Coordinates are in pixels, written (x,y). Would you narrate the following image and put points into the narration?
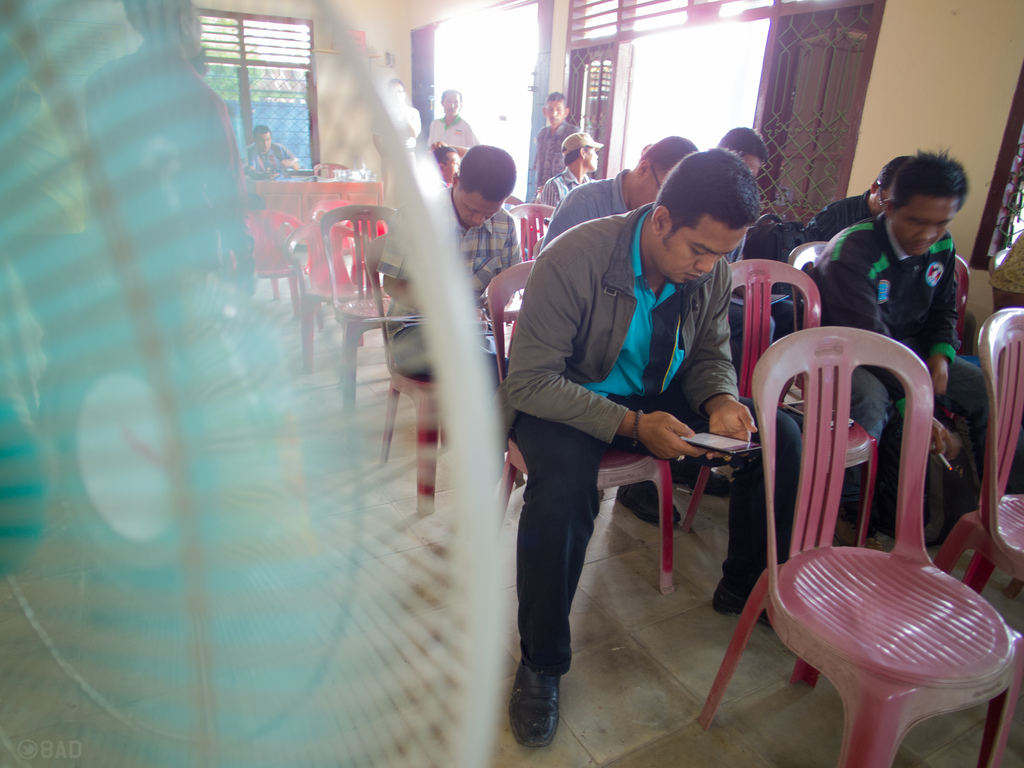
This picture describes about group of people (667,335) few are seated on the chair (670,495) and few are standing, in the middle of the image (587,408) a man (671,378) is holding a mobile (748,451) in his hand (669,434), and also we can see a fan (204,401).
